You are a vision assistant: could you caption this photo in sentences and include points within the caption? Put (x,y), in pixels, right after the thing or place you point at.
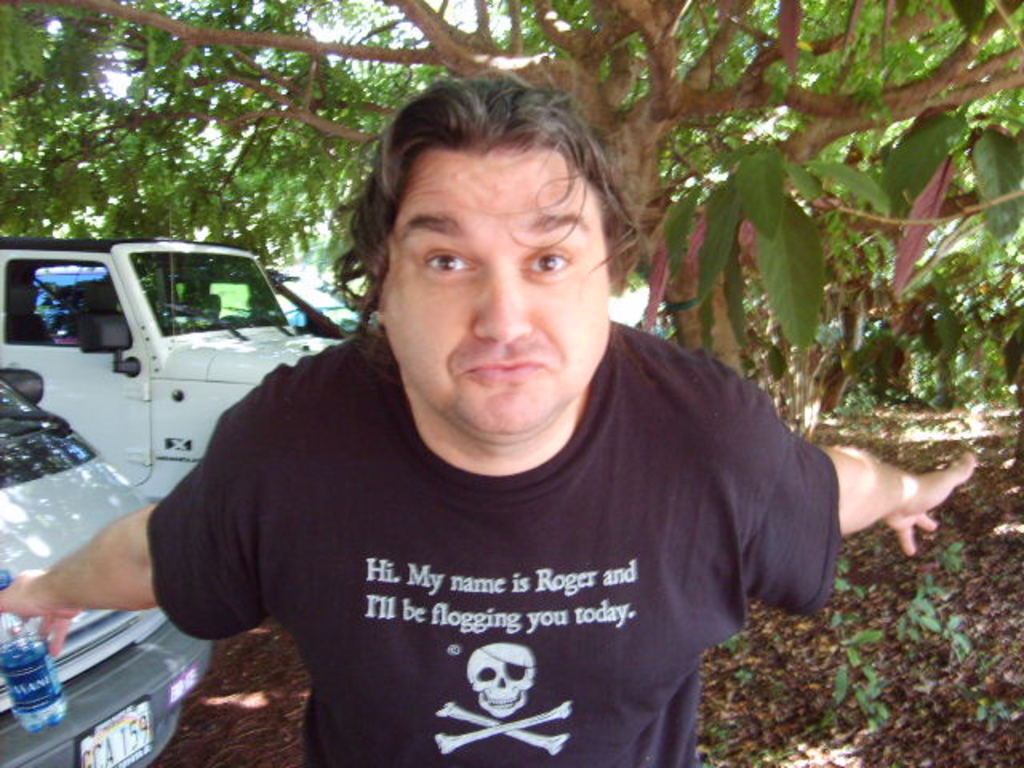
In front of the picture, we see the man (334,490) in black T-shirt (312,405) is standing. He is holding a water bottle (13,628) in his hand (60,650). I think he is posing for the photo. On the left side (162,364), we see the cars (94,392) parked on the road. At the bottom (745,759), we see the soil (748,722), dry leaves (799,704) and twigs (893,681). There are trees (728,159) in the background (252,144).
